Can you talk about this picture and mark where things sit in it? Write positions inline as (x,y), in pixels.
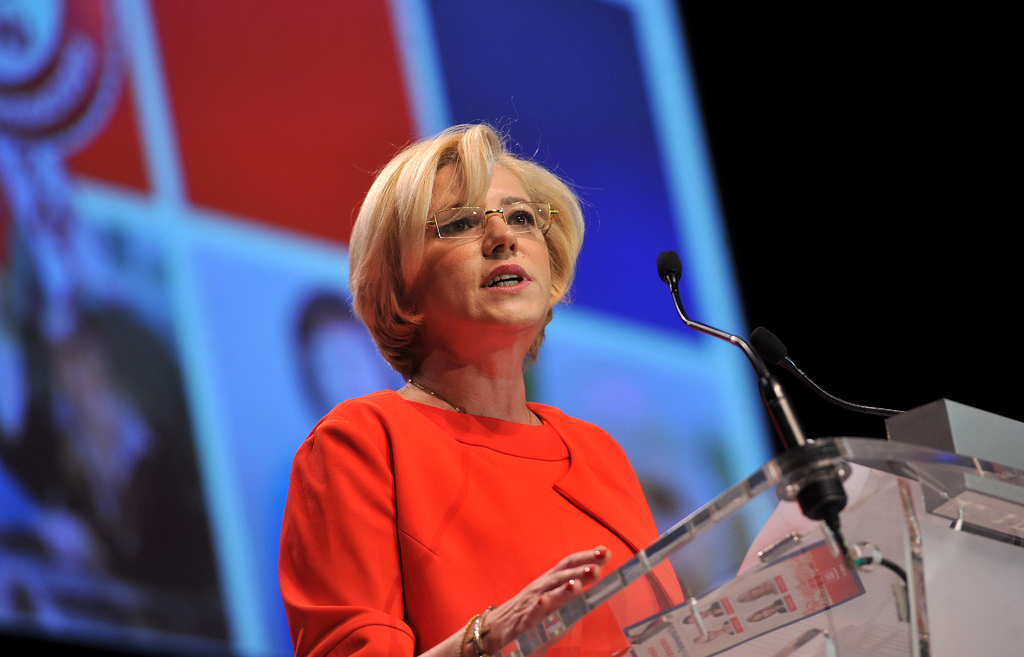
In this image, in the middle (416,409), we can see a woman (476,474) wearing a red color shirt (362,464) is standing in front of the podium (874,513). On the podium (896,606), we can see a paper (826,546), microphone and some electronic instruments (1022,448). In the background (424,45), we can see a screen (571,163). On the right side (963,240), we can see black color.
